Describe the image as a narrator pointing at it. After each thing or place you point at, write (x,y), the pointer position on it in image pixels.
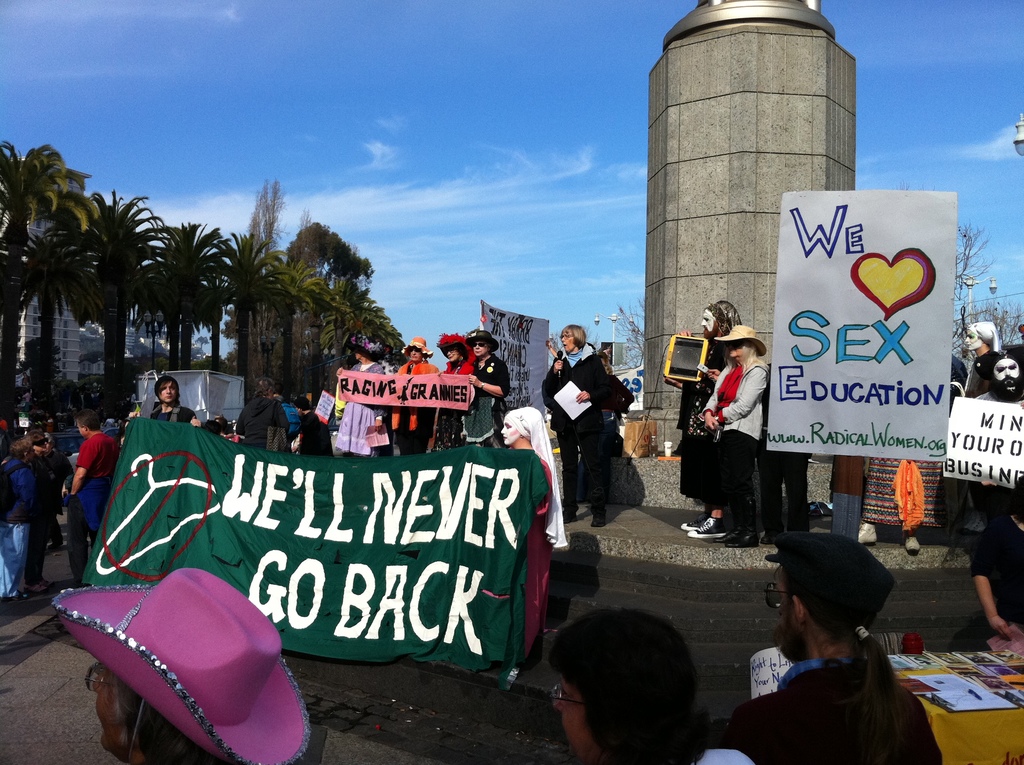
In the image there are many people (745,378) standing on the road (443,743) with banners (818,347) in their hands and behind them there is a statue (707,225) on the right side (735,232) and trees (178,291) on the left side (150,254) and above its sky (415,82) with clouds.
